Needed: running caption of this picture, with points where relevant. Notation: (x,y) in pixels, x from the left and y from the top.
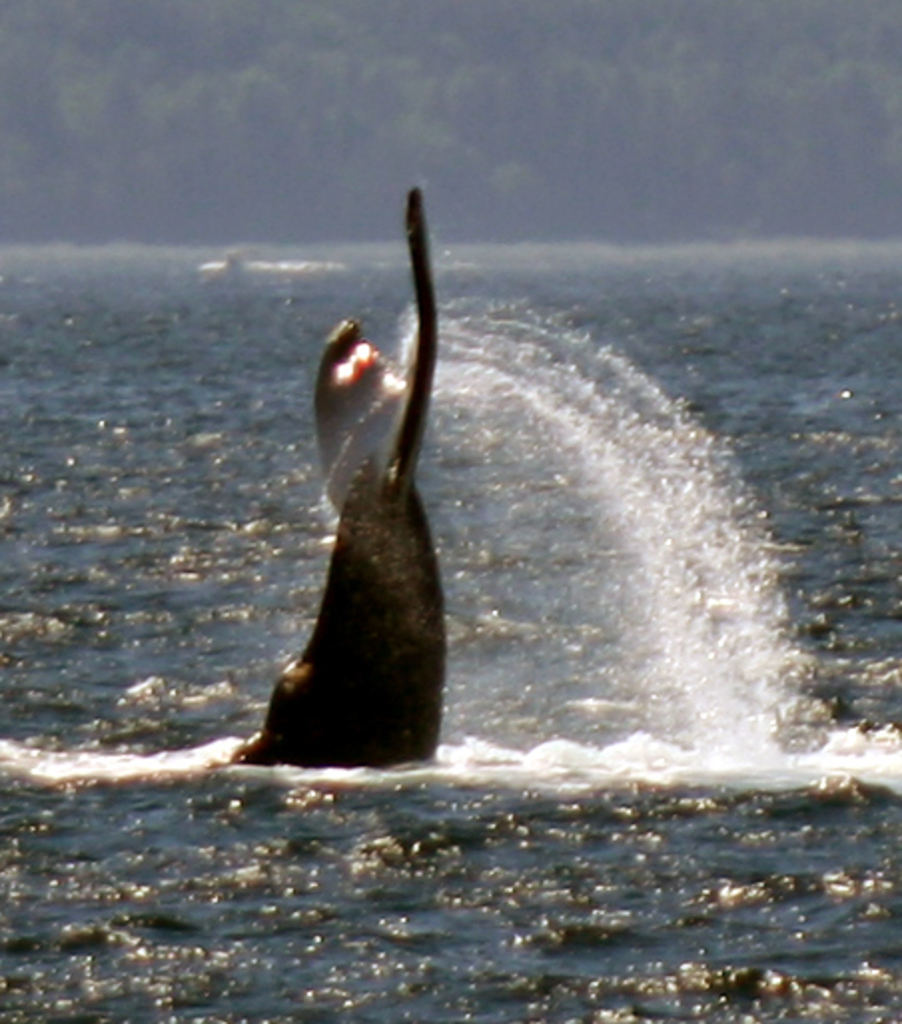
In this picture we can see water (98,434) and in the background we can see trees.
